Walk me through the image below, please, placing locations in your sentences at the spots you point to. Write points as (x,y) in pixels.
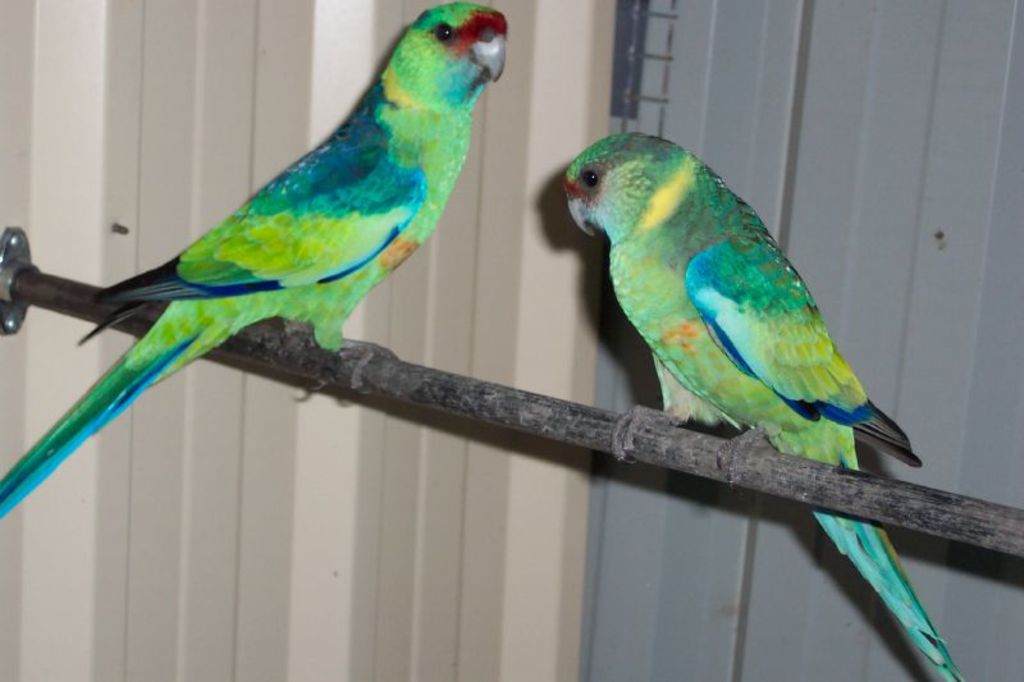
In this picture we can see a stick (754,474) with two parrots (374,188) on it and in the background (518,72) we can see the wall (693,91).
